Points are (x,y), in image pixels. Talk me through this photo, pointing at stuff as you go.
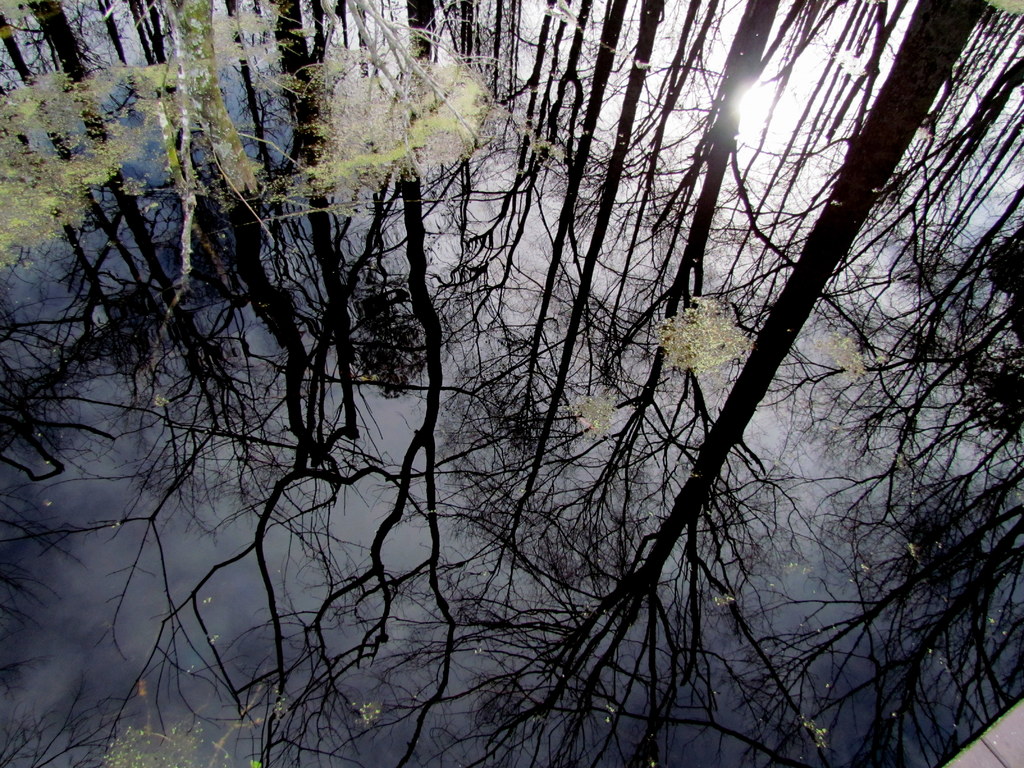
In this image, we can see some water (863,253) with some objects (77,213) floating on it. We can see the reflection (602,477) of trees (331,448) and the sky (554,638) in the water (574,670).
